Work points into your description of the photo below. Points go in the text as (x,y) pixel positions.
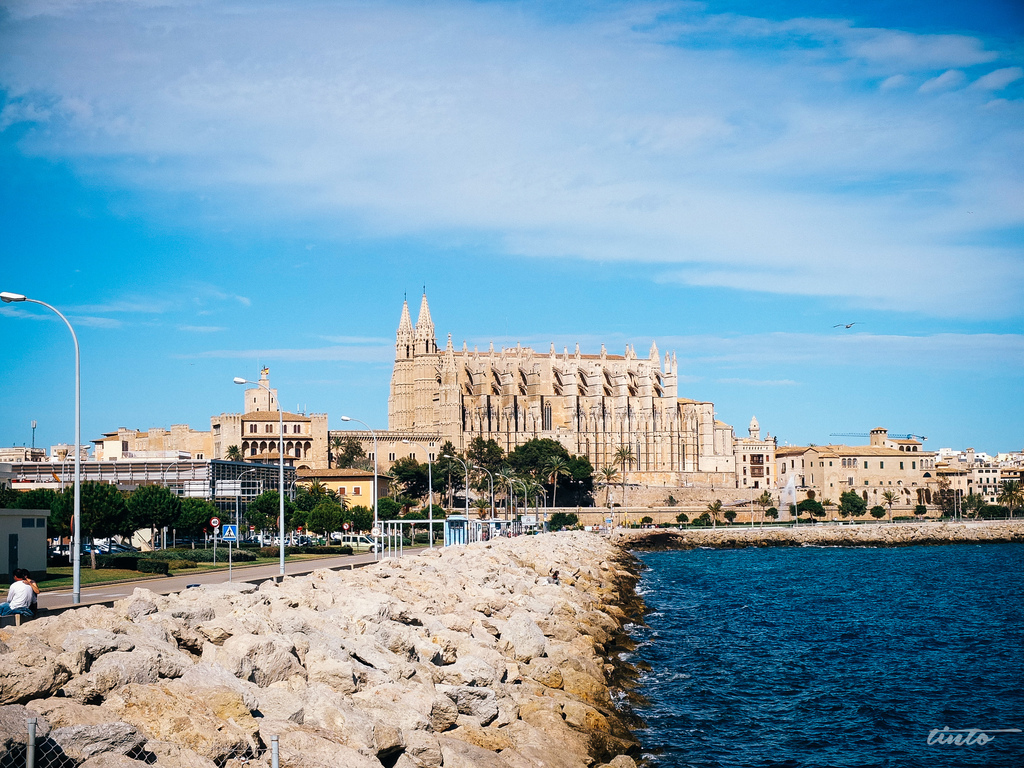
In this picture we can see church (399,378), monuments (452,422), buildings (255,423) and street lights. On the left (24,598) there are two persons (15,589) were sitting on the bench (19,613), beside them we can see big stones (114,620). On the right (1004,500) we can see plants (857,502), trees (940,500) and flag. At the bottom (876,746) we can see the water (717,745). In the bottom right corner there is a watermark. On the right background there is a bird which is flying. At the top (742,75) we can see sky (560,35) and clouds (514,120).
